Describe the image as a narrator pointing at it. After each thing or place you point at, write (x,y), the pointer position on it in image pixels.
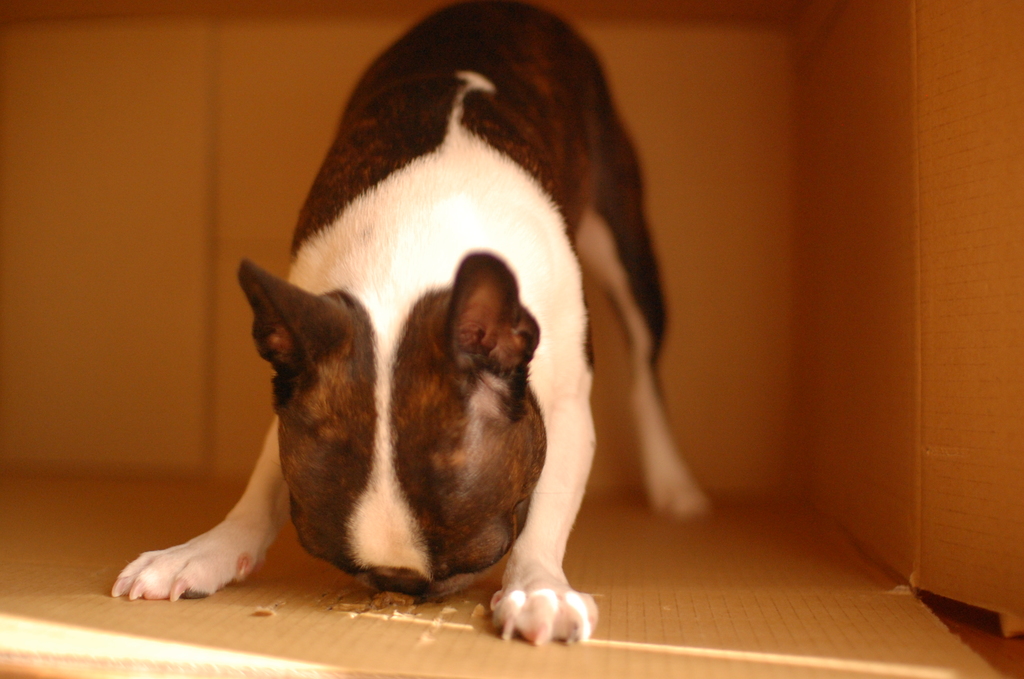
In this image we can see a dog (475,480) inside a cardboard box (238,312).
